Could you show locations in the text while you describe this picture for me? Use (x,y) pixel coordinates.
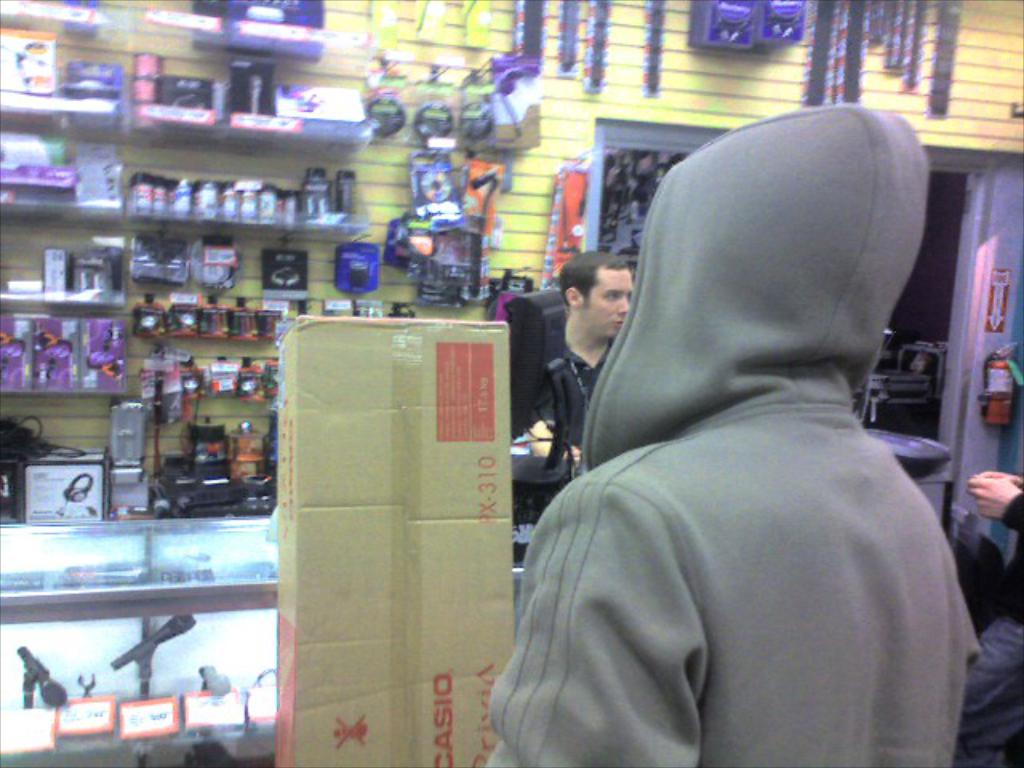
This picture might be taken inside a electronic shop (397,666). In this image, on the right corner (1016,518), we can see a person (1014,723), we can also see another person (863,376) wearing grey color jacket (858,343). In the middle of the image (435,437), we can also see a box (355,748). In the background (136,656), we can see a person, microphone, boxes (272,73) and some electronic instruments (564,171), fire extinguisher (997,364) and a wall (1022,280).
